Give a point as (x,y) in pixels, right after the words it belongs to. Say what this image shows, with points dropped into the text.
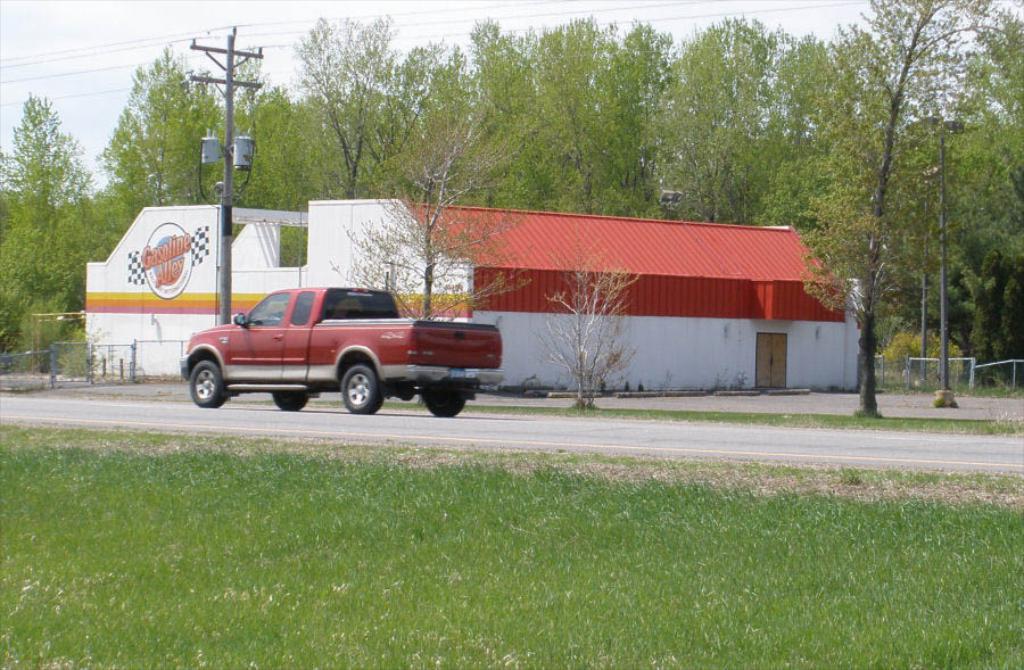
Here, we can see the green grass (1015,520) on the ground (998,520), there is a road (360,427) and we can see a car (316,343) on the road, there is a house (462,246) and we can see some trees (209,119), at the top (445,6) there is a sky (679,16).
